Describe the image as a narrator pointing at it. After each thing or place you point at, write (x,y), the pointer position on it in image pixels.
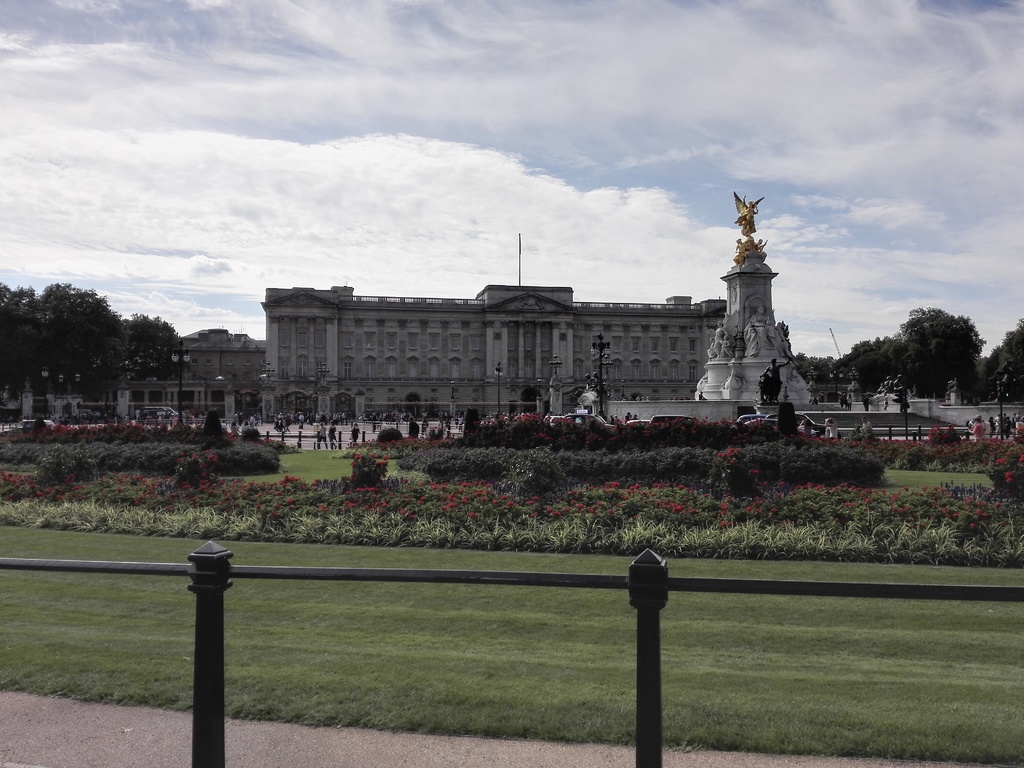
On the right side of the image (785,336) we can see statues (754,246). At the bottom (646,647) there is a railing (656,663) and we can see grass (374,557). There are bushes (512,499) and we can see poles (182,357). In the background (124,390) there are trees (1019,373), buildings (529,385) and sky (190,166). We can see people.
